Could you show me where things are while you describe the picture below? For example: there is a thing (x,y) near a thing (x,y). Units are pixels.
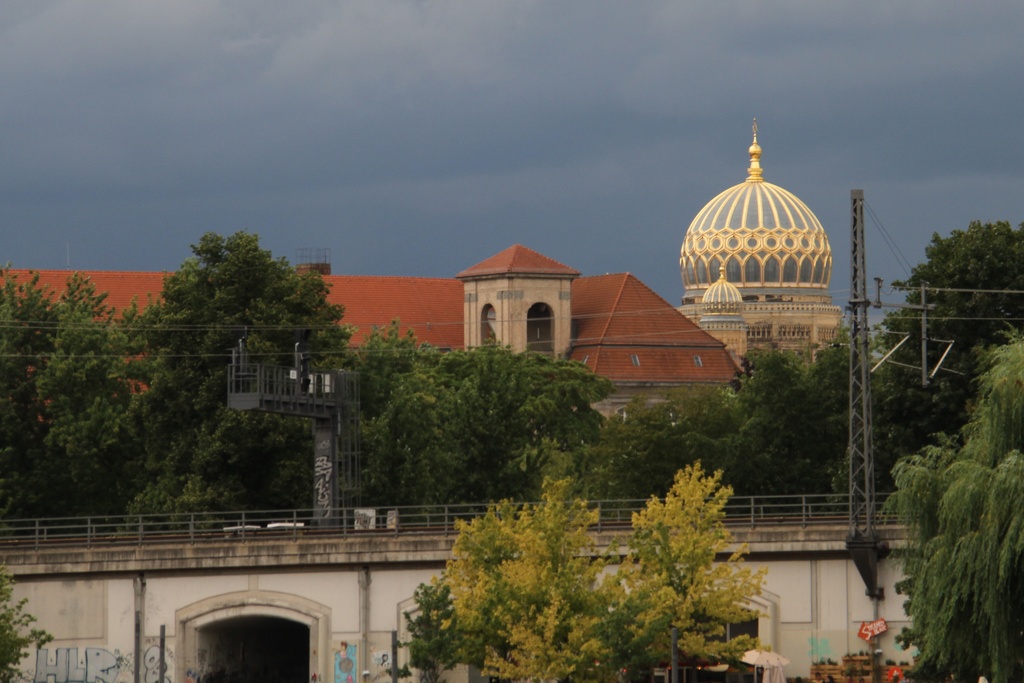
In this picture, there are castles (757,303), trees (496,410) and poles (849,372). On the top (492,122), there is a sky (492,118) with clouds (363,143).
